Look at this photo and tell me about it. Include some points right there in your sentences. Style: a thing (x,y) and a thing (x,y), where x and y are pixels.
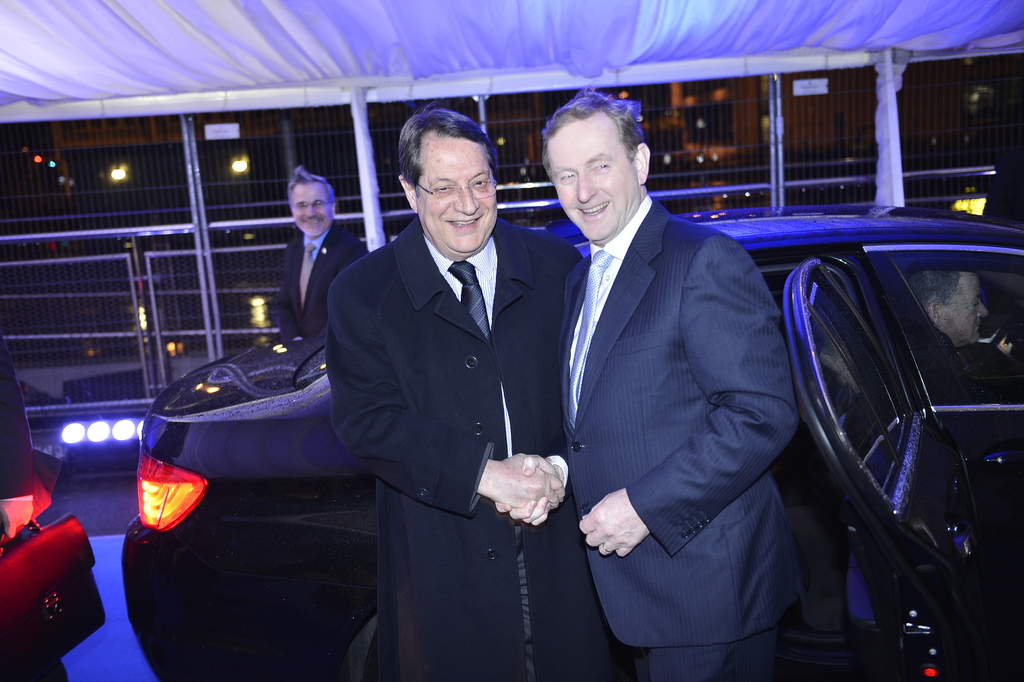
This image is taken under a tent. There are three persons (579,471) standing. They are wearing suit (708,400) and tie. There is a car (1015,506) behind these two persons (574,533) in which a person (970,276) is sitting in it. Background of image (264,207) there is a fence (110,225) having few lights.
